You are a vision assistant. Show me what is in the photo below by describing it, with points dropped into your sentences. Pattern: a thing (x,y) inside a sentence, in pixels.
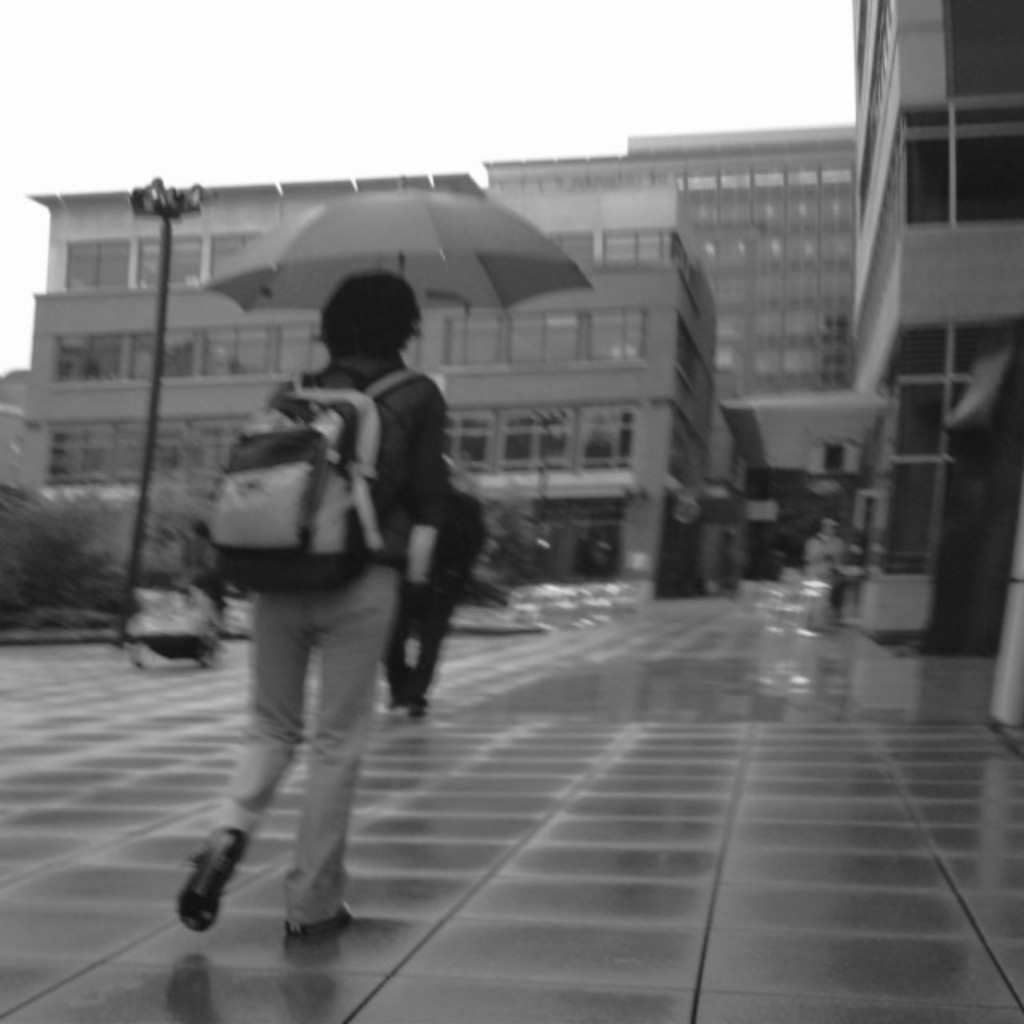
In this image I can see the buildings (613,542) with windows (933,428). To the side of the building (895,476) I can see few people (419,673) walking and one person (418,570) wearing the bag (293,499). I can see the pole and an umbrella (409,222) to the left (162,326). And there is a sky (511,66) in the background (511,66).
